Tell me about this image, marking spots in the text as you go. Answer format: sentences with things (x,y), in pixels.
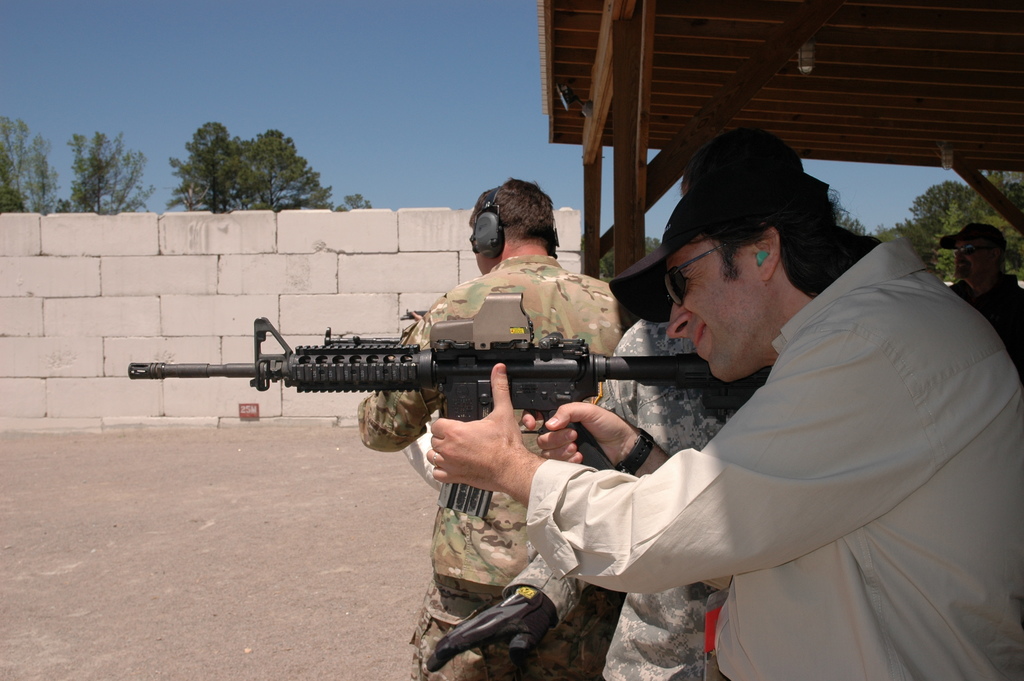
In this picture I can see few people (919,289) are standing under the shelter (823,2). I can see a man (738,312) holding a gun (570,385) in his hand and he is wearing a cap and sunglasses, another man (499,252) is wearing a headset (497,231). I can see trees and a wall (328,266) in the background (318,222) and I can see a blue sky (292,44).
